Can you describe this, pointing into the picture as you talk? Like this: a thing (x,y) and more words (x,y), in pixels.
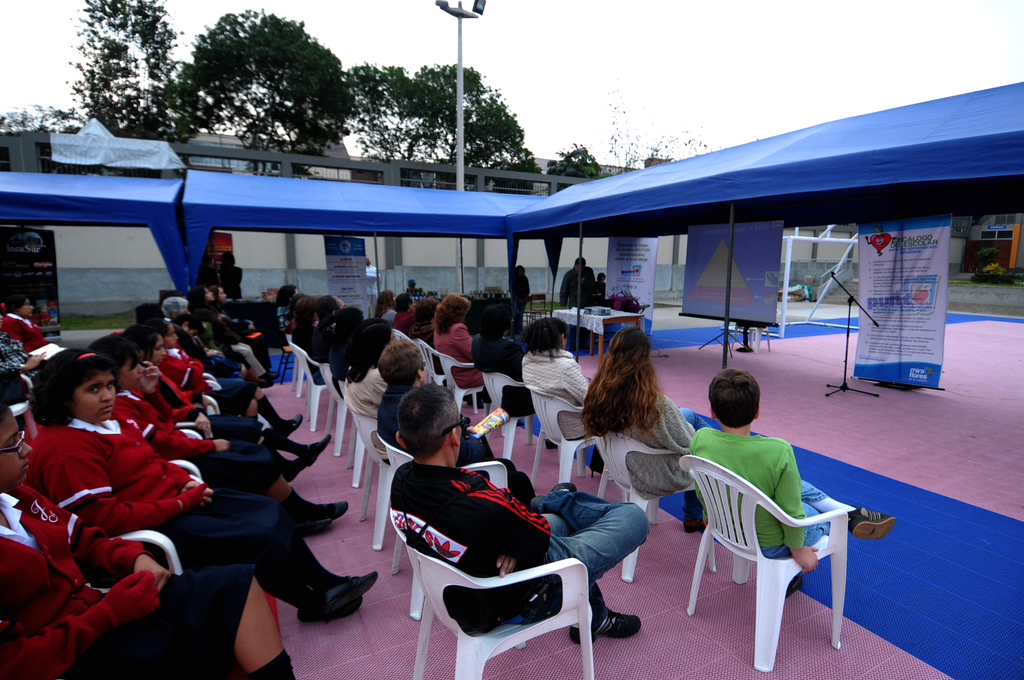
In this image I see lot of people (202,292) sitting on the chairs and there is a tent (876,133) over here. In the background (25,154) I see the wall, a pole (462,49) and the trees (331,61).
